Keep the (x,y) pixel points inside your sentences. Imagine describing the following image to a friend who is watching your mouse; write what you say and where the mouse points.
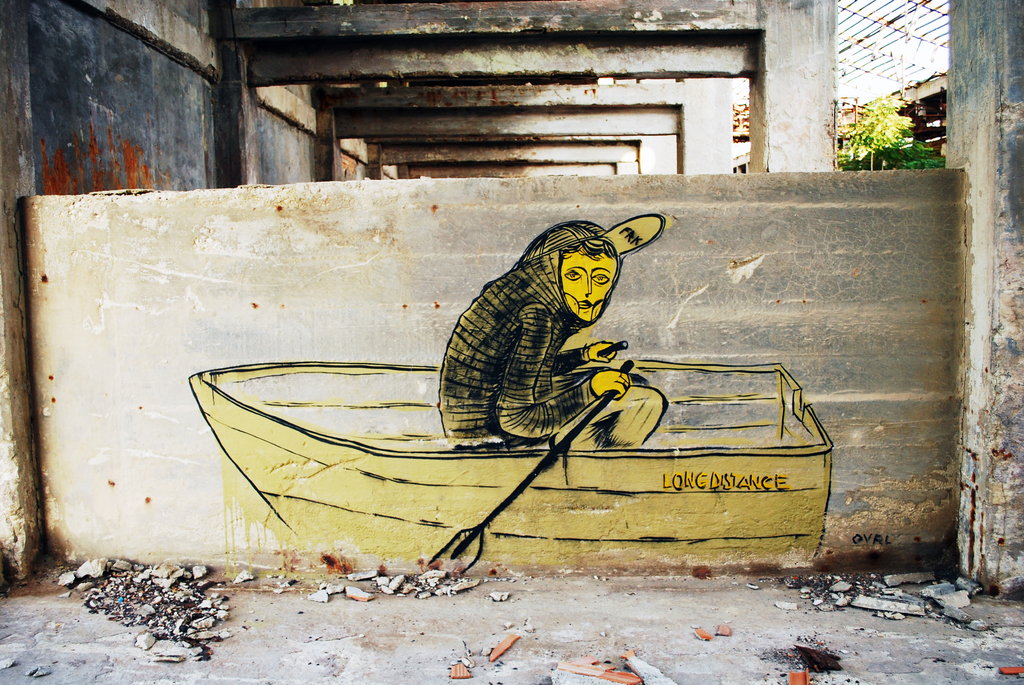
In the background (441,68) we can see the pillars (807,125), leaves (863,110) and objects (934,129). In this picture we can see painting (545,556) on the wall (313,314). At the bottom portion of the picture (204,635) we can see the stones (932,607) and its messy.
